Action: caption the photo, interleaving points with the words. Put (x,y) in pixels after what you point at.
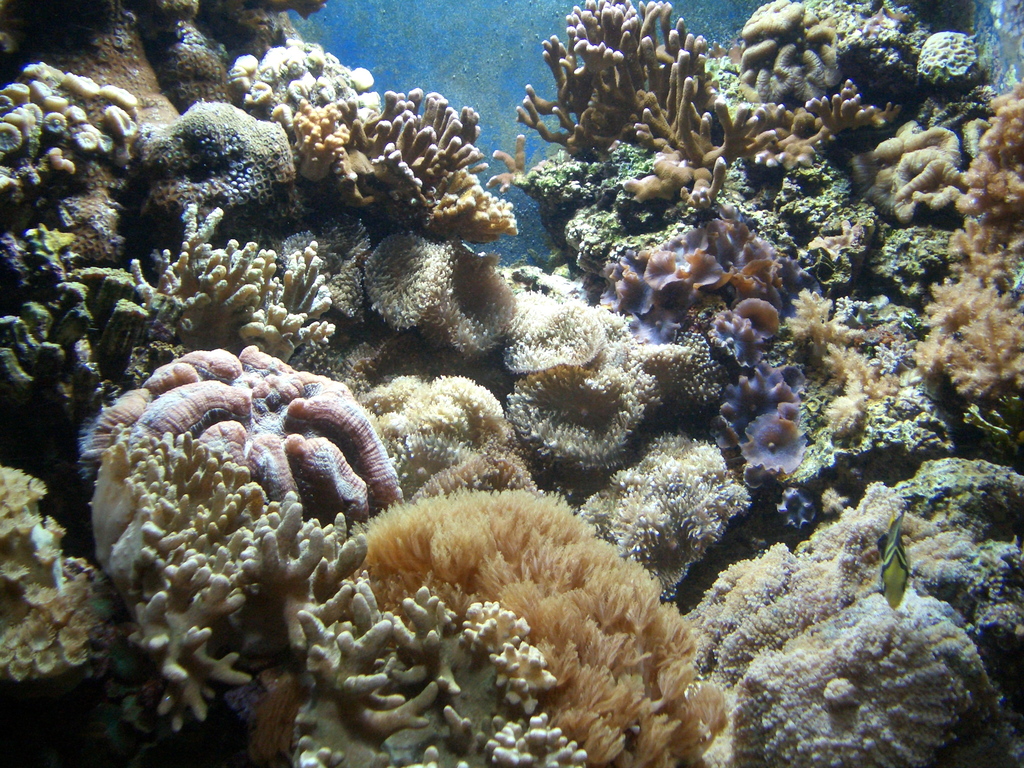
In this image we can see coral reefs (758,462) and fish (900,565).
